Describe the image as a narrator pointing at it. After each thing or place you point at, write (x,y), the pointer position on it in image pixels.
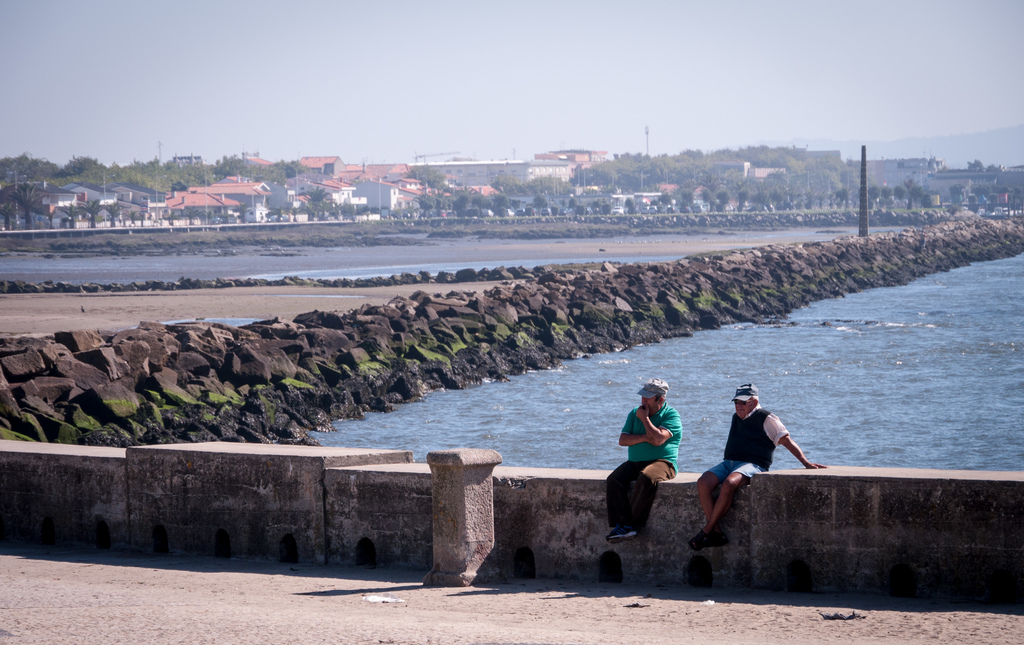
In this image in center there are persons (703,480) sitting. In the background (755,301) there is water (861,344), there are stones (497,269) and buildings (291,202), trees (107,176) and poles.
